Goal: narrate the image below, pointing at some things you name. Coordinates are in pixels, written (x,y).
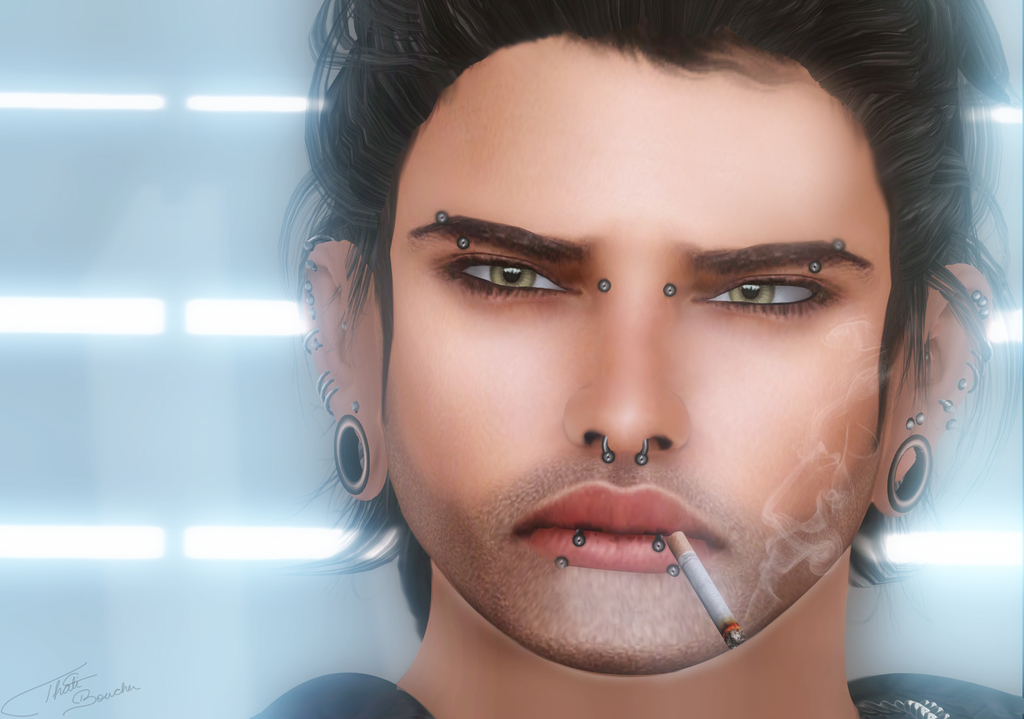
This image is an animated image. In the background (185,576) there is a wall (207,213) and there are a few lights (150,107). In the middle of the image (658,471) there is a man (815,646) and he is smoking.
